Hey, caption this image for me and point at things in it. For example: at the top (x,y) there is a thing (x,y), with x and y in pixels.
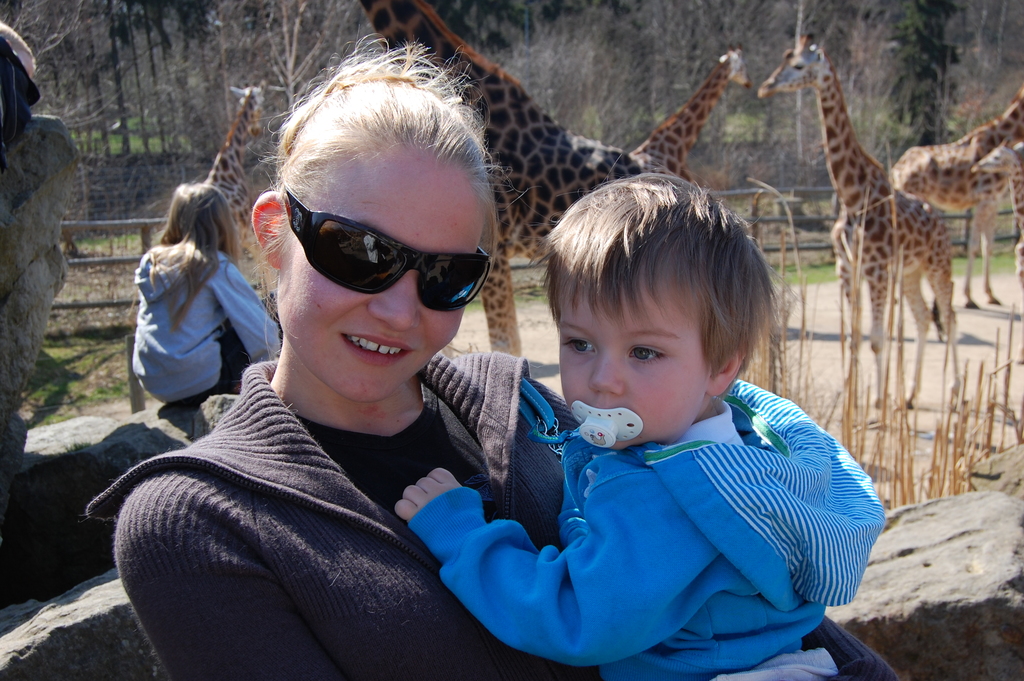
In this image, I can see the woman (398,466) carrying on the boy (491,555) and smiling. She wore goggles (372,259) and jerkin (338,542). Here is a girl (232,309) sitting on a rock (180,422). These are the giraffes (504,109) standing. In the background (702,49), I can see the trees (600,52).
